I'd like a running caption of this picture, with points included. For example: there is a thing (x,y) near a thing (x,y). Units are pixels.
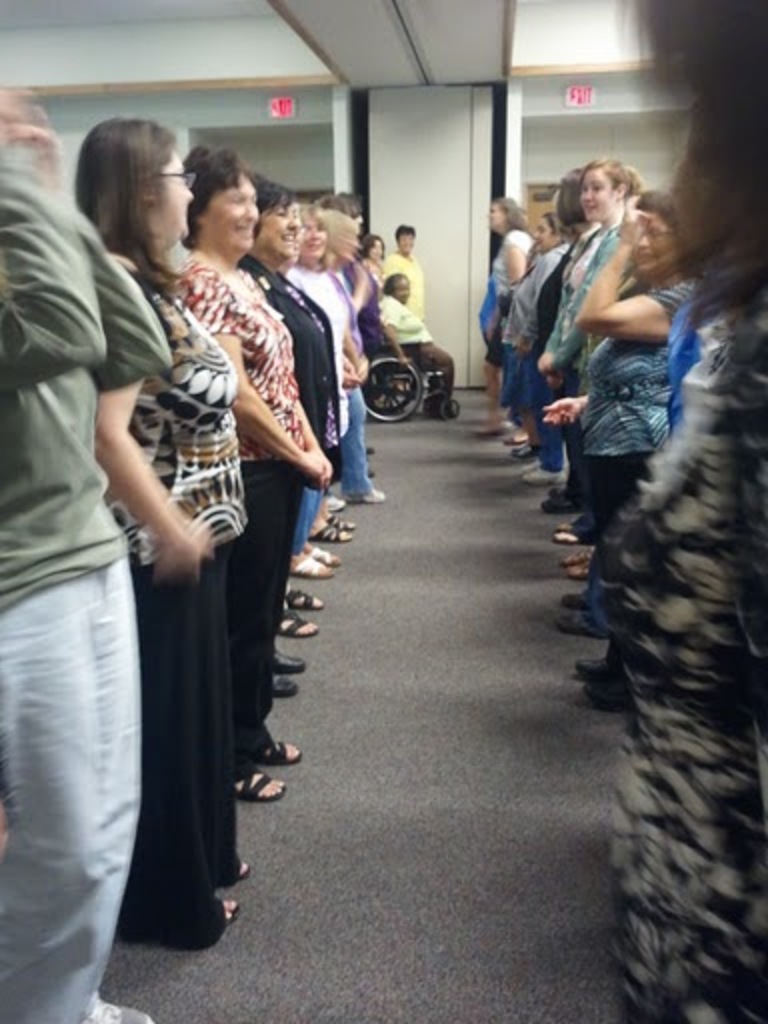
In this image we can see some people (693,975) standing in the room (594,752) and there is a person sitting on a wheelchair (451,403) in the background (427,338). There is a board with some text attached to the wall (182,62).
